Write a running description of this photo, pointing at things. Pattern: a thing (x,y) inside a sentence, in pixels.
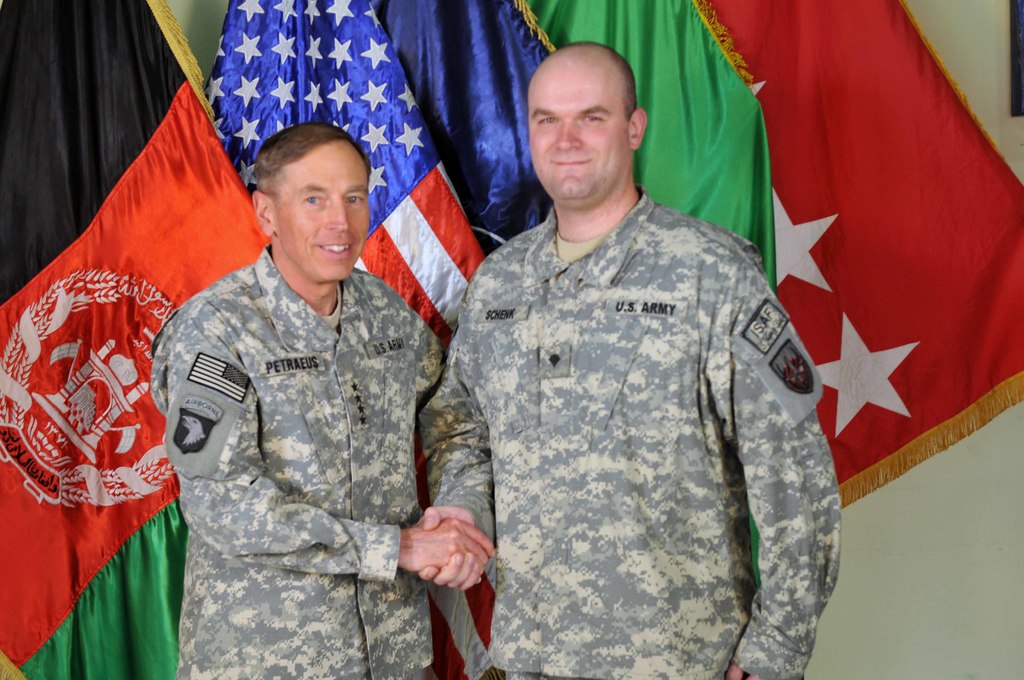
In this image there are two persons (470,452) standing with a smile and they are shaken hands (475,537), behind them there are flags (467,49) and there is a wall (927,542).
